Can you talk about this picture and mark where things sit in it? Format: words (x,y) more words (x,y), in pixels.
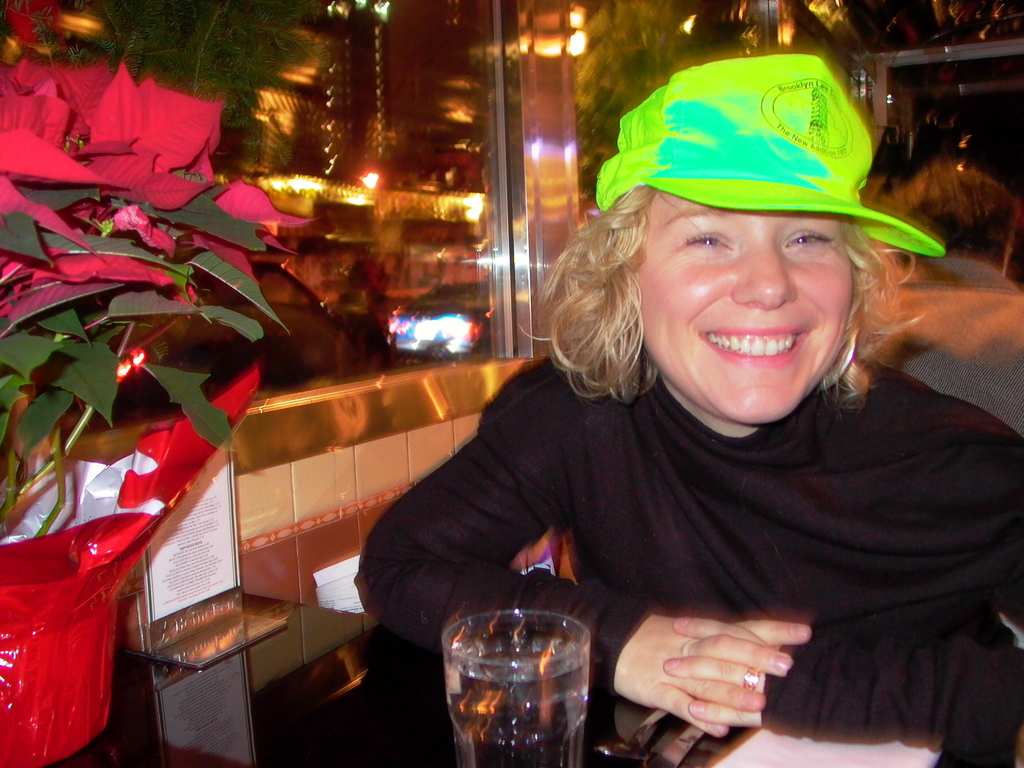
In this picture we can see a woman (783,460), she is smiling and wearing a cap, in front of her we can see a glass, plant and some objects (342,575) and in the background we can see a person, lights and some objects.
